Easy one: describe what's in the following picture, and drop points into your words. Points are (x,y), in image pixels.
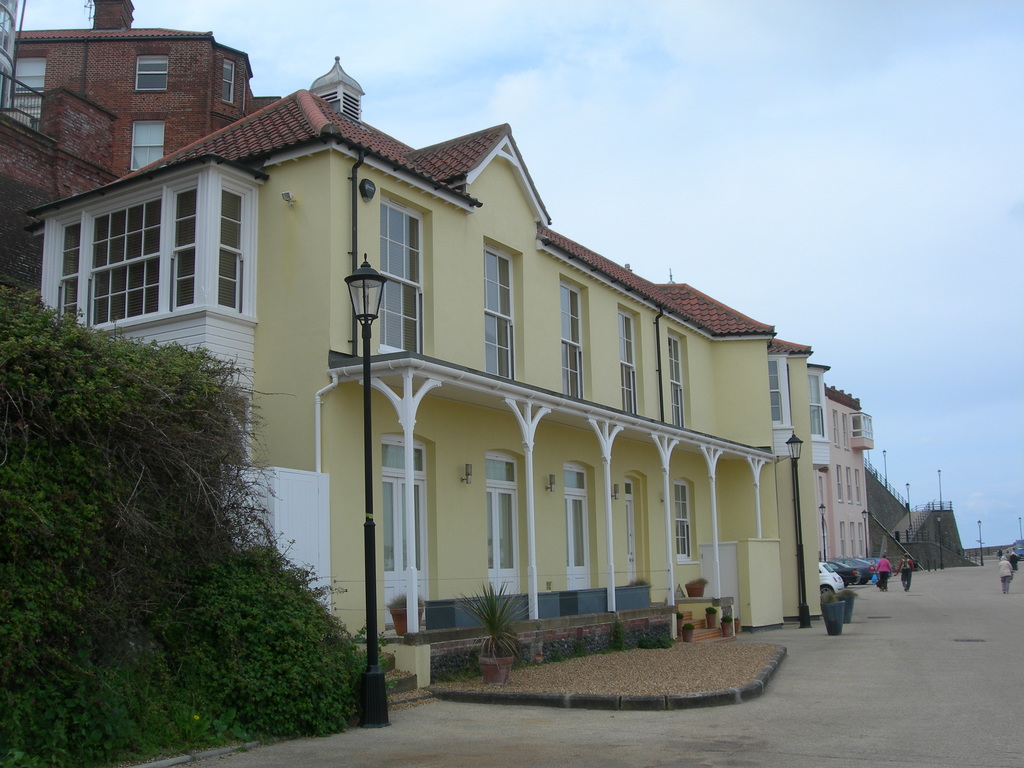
These are the buildings (617,392) with the windows (499,371). I can see the street lights (365,331). These look like the flower pots (831,616) with the plants (844,593) in it. On the left side of the image (195,619), I can see the trees (201,682). I can see few people (898,572) standing. I think these are the cars (854,576), which are parked. Here is the sky (775,193).
